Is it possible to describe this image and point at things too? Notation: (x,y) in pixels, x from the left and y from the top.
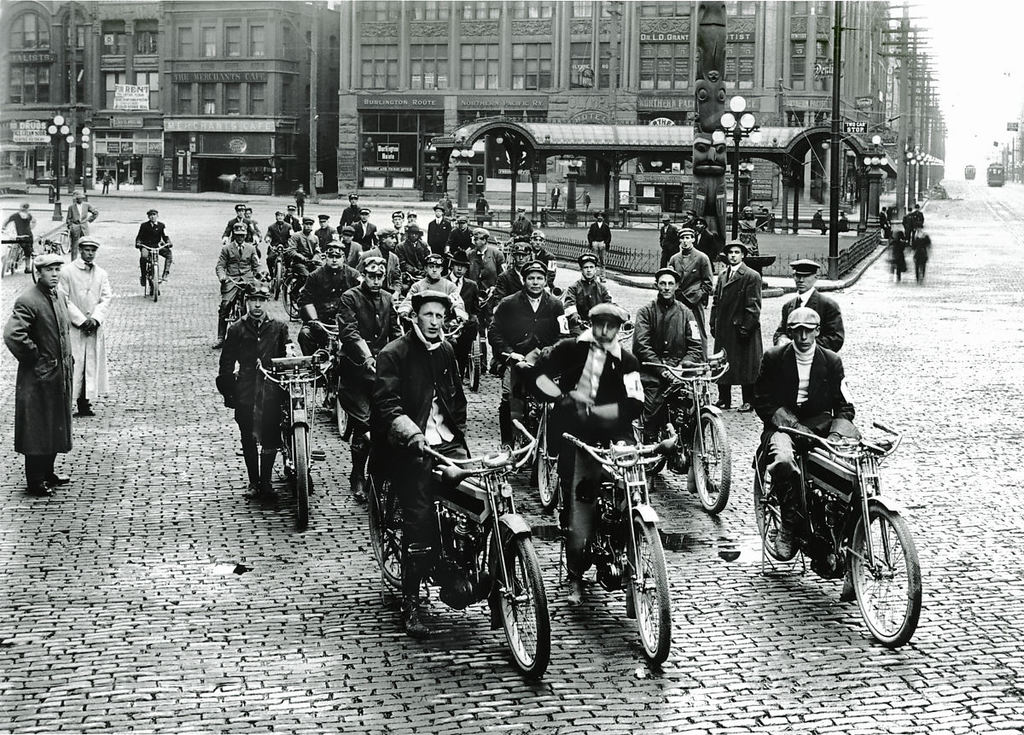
It is the black and white in which there are so many people (571,421) sitting on the cycles (467,461). In the background (463,67) there are buildings (463,85). On the footpath (44,190) there are lights (60,150).
